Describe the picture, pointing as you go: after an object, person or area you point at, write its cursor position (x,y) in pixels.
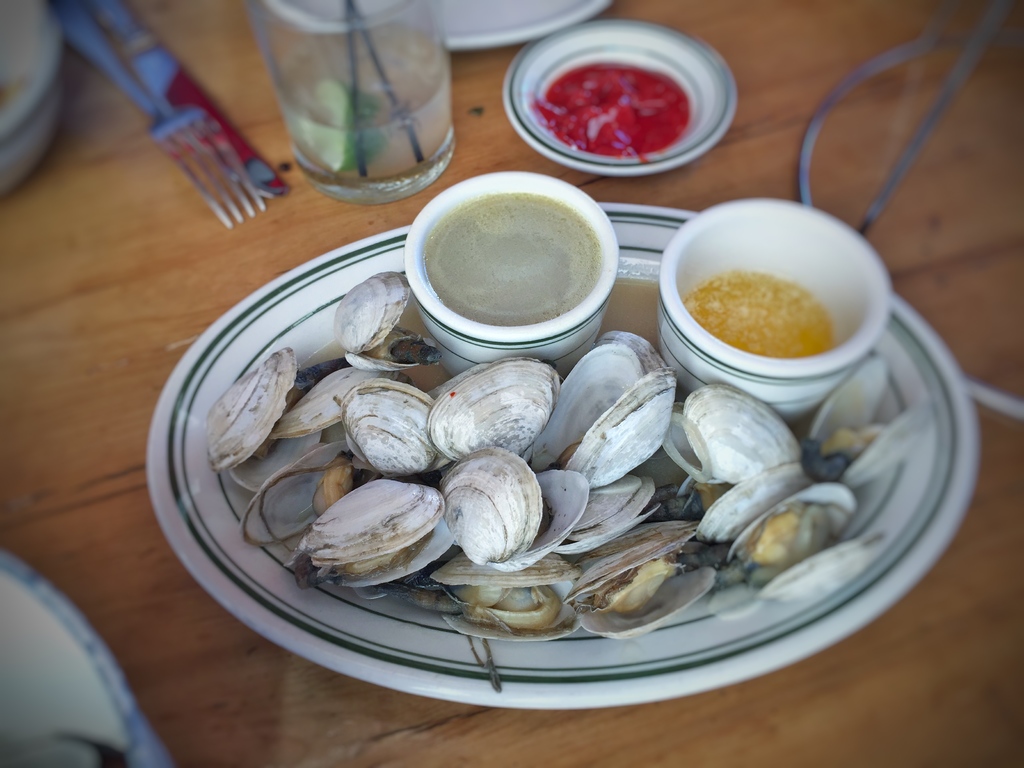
In the image there are shells (492,434) and some sauces (511,315) served on a plate (358,258), beside the plate (306,262) there is a glass (378,72), red sauce (572,97) and fork (202,156) and a knife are kept on the table (6,386).
